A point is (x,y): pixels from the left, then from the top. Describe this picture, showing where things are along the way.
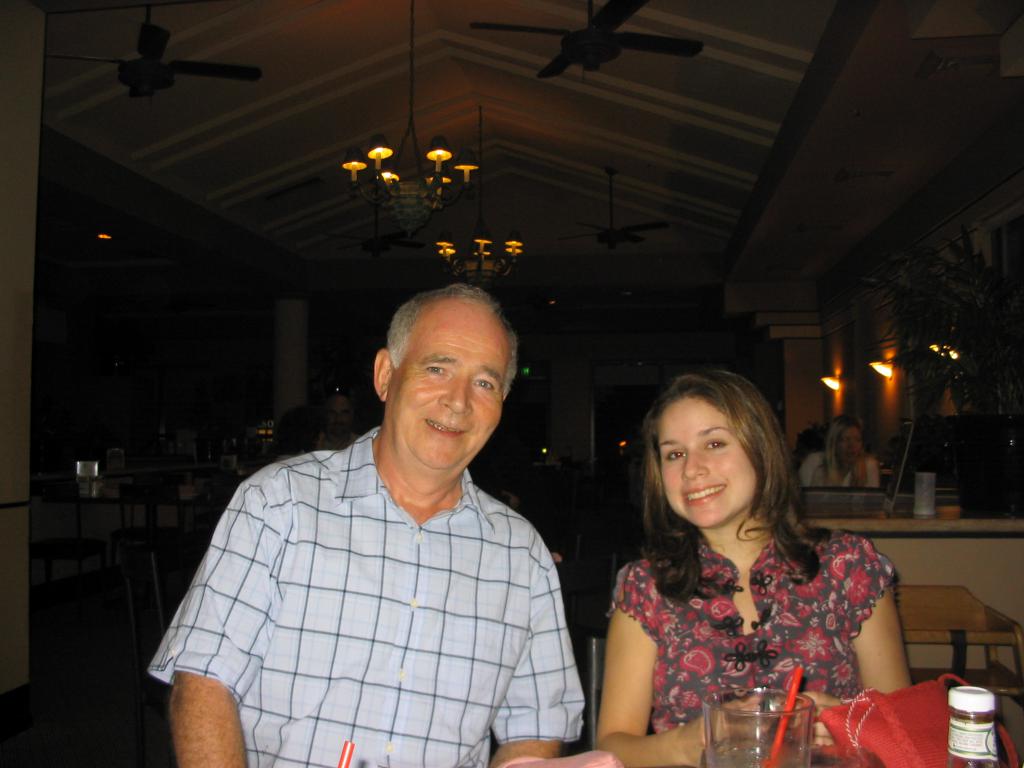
In this image I can see a man (563,720) and a woman (674,557) are sitting on chairs (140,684). Here I can see a glass (750,695) and a bottle (974,691). I can also see smile on their faces (736,515). In the background (176,523) I can see one more person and number of chairs (53,552) and tables (939,515).
